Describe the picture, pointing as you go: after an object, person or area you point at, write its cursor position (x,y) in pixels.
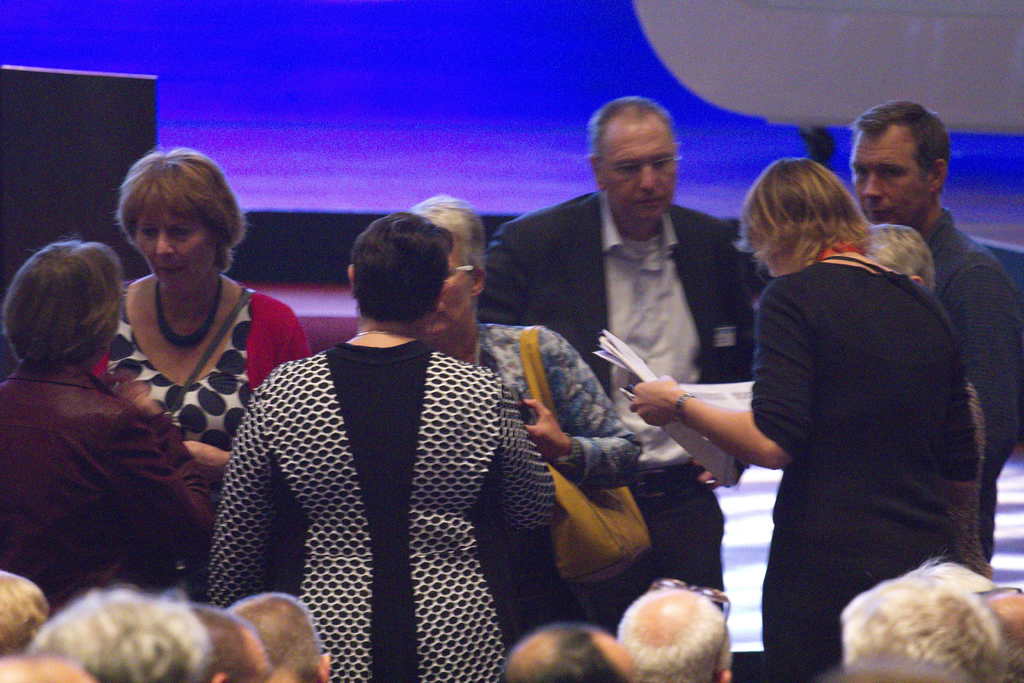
In this image, we can see some people (857,268) standing, we can also the heads (127,681) of some people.
